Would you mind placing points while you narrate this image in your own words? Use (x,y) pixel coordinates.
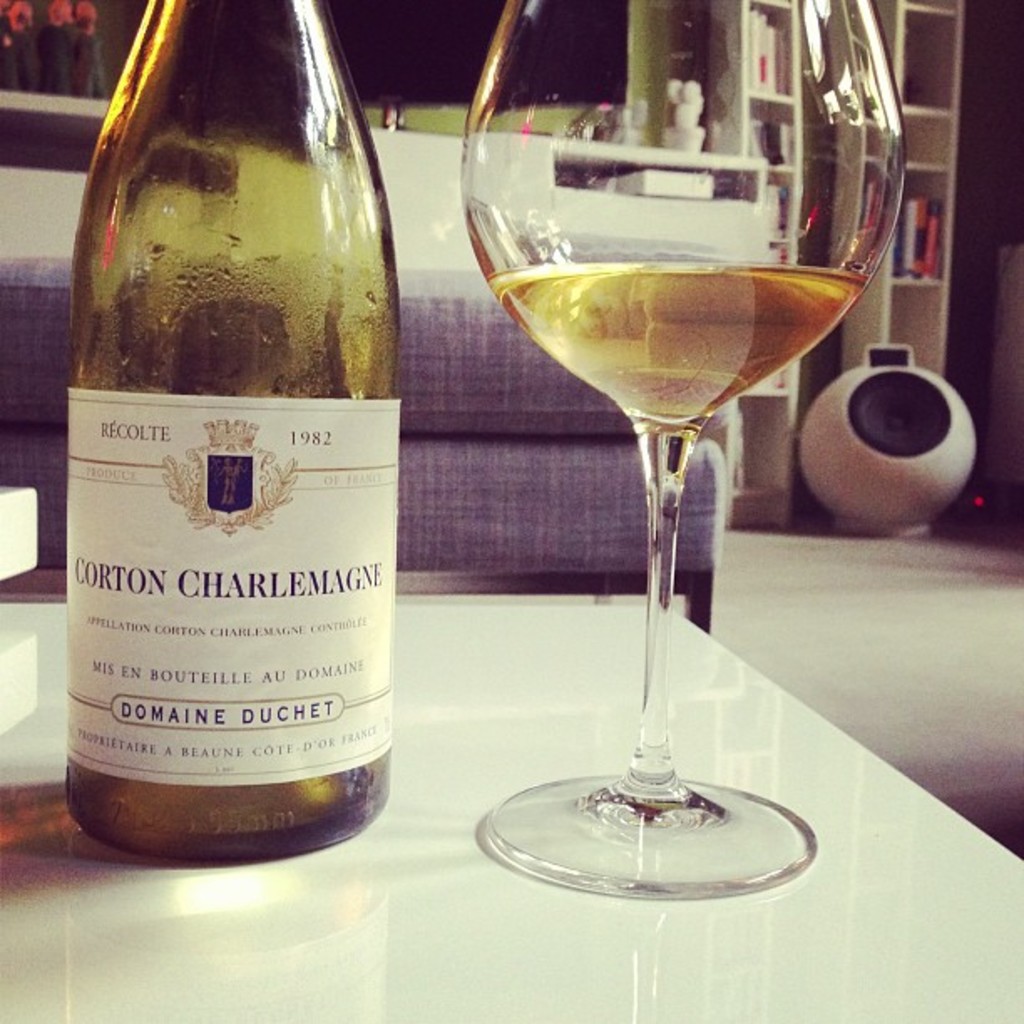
This is a wine bottle (185,447) which is green in color. This is a wine glass (668,281) with wine (688,347) placed on the table (348,934) which is white in color. This looks like a couch (435,440). At background (926,237) I can see books (931,223) placed at the bookshelf (936,180). I can see another object (904,438) here, I think this is speaker (884,447).
